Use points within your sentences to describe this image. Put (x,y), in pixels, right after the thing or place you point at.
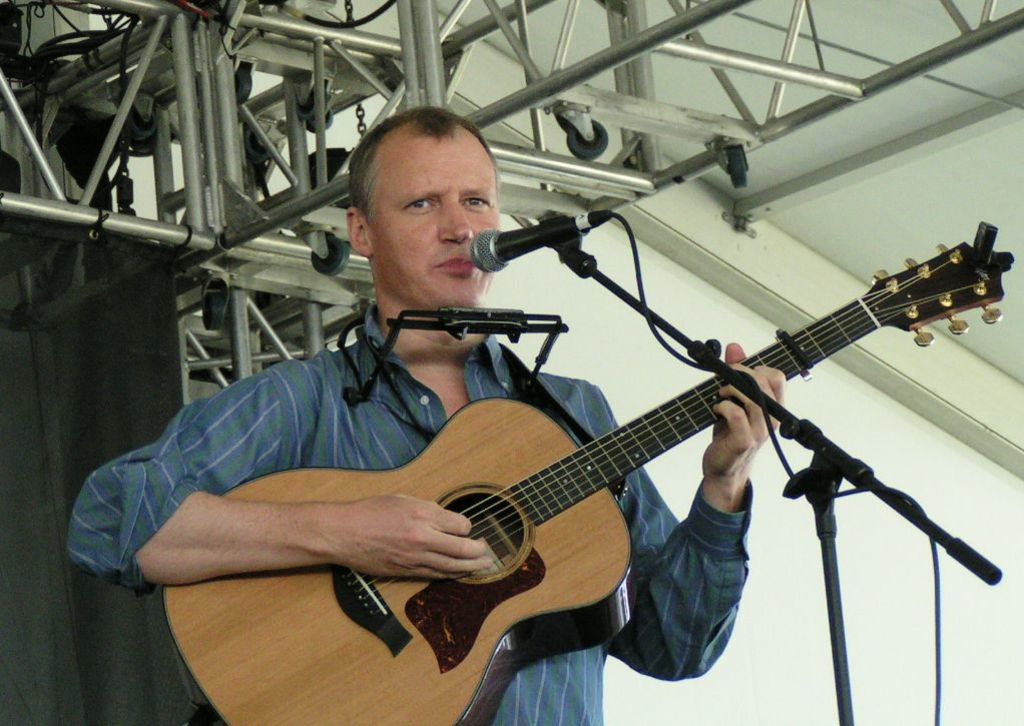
In this image, In the middle (359,448) there is a man (320,448) he is standing and he is holding a music instrument (531,544) which is in yellow color, There is a microphone (481,254) which is in black color he is singing in the microphone (495,258), In the background (811,537) there is a white color wall (820,218) and there are white color rods (584,97).
